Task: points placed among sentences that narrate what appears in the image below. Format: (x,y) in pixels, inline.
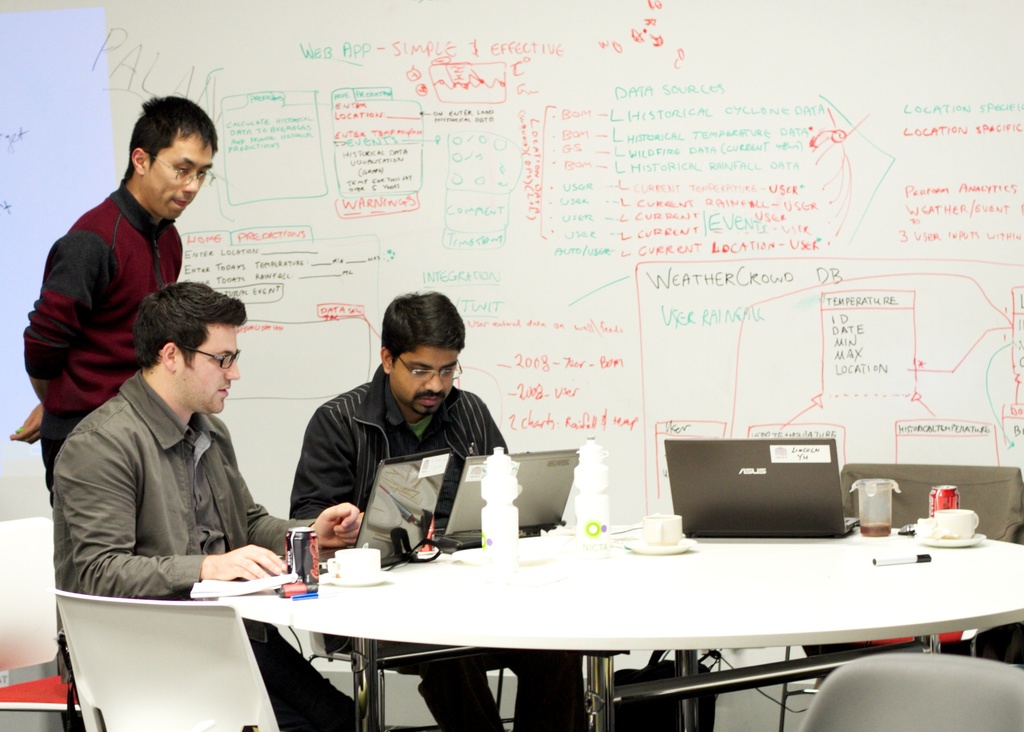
There are three people (143,181) in this picture. Among them, one in maroon sweater (101,278) is standing and the other two are sitting on chair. In front of them, we see a white table (654,599) on which cup (664,533), saucer (675,552), water bottle (590,453), coke can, laptops (380,533) and marker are placed. Behind that, we see a white board (603,165) with some text (833,273) written on it.
